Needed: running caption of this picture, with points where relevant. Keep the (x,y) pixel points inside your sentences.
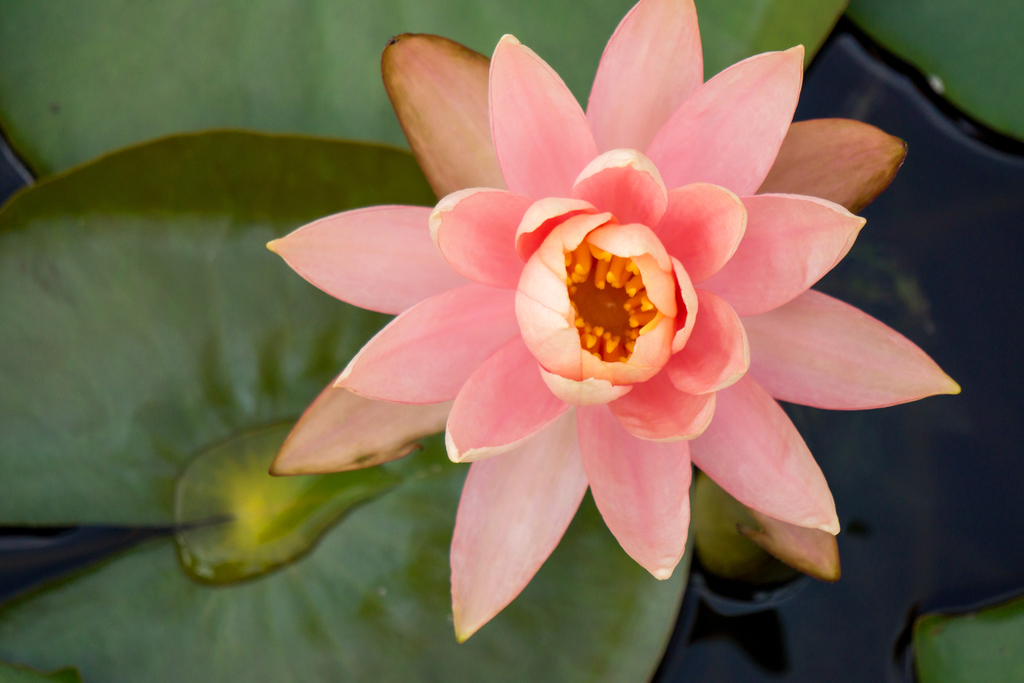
In the center of the picture (600,254) there is a flower (602,256). At the bottom (237,627) there are leaves (283,612) and water (902,222).
